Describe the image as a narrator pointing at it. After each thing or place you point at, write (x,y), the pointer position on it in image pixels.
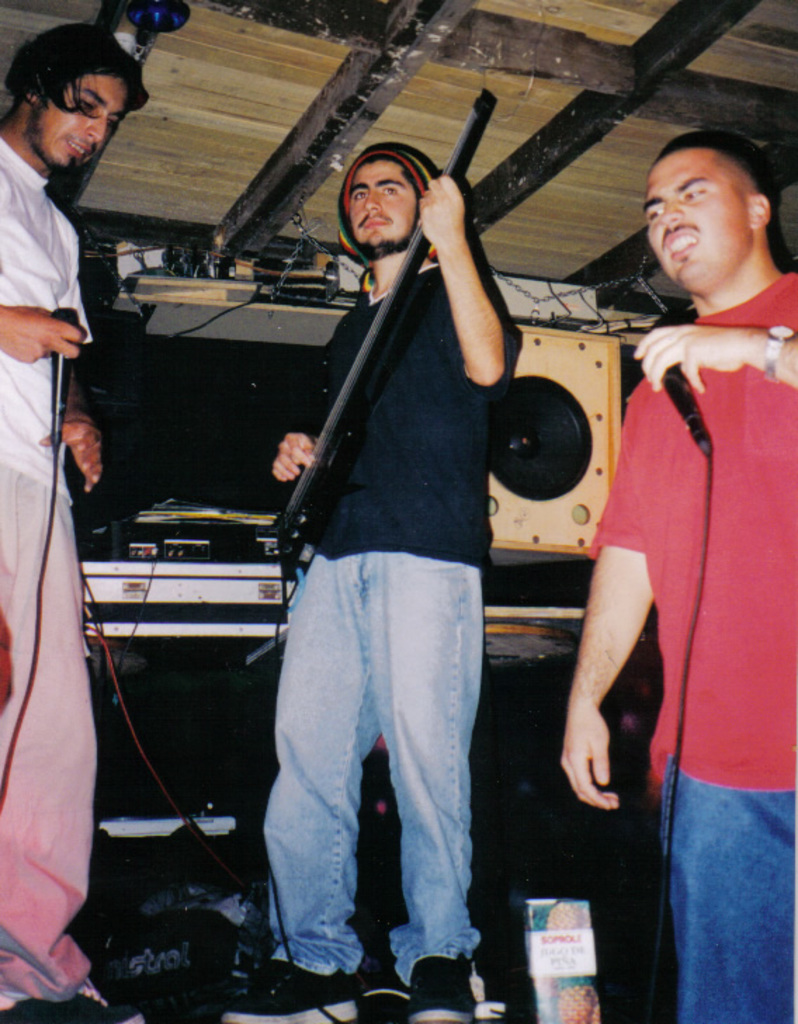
In the image there is a man (424,480) in black t-shirt (410,504) and blue jeans (426,597) playing guitar (292,568) in the middle (346,459) and there are two men (2,468) standing on either side holding mics (684,402). Behind them there are speakers (545,471) and amplifier (221,558) on the table (268,631).
